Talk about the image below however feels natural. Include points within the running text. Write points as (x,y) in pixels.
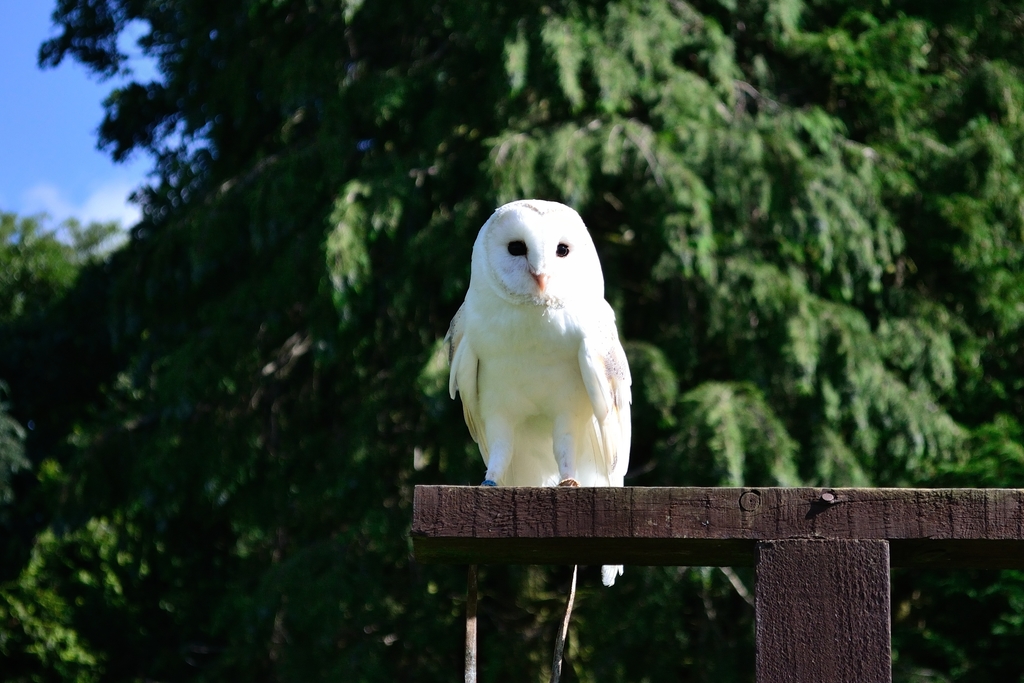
In this picture I can see an owl (537,456) in the middle (535,441), in the background (833,32) there are trees (364,387), in the top left hand side (91,107) I can see the sky (52,165).
